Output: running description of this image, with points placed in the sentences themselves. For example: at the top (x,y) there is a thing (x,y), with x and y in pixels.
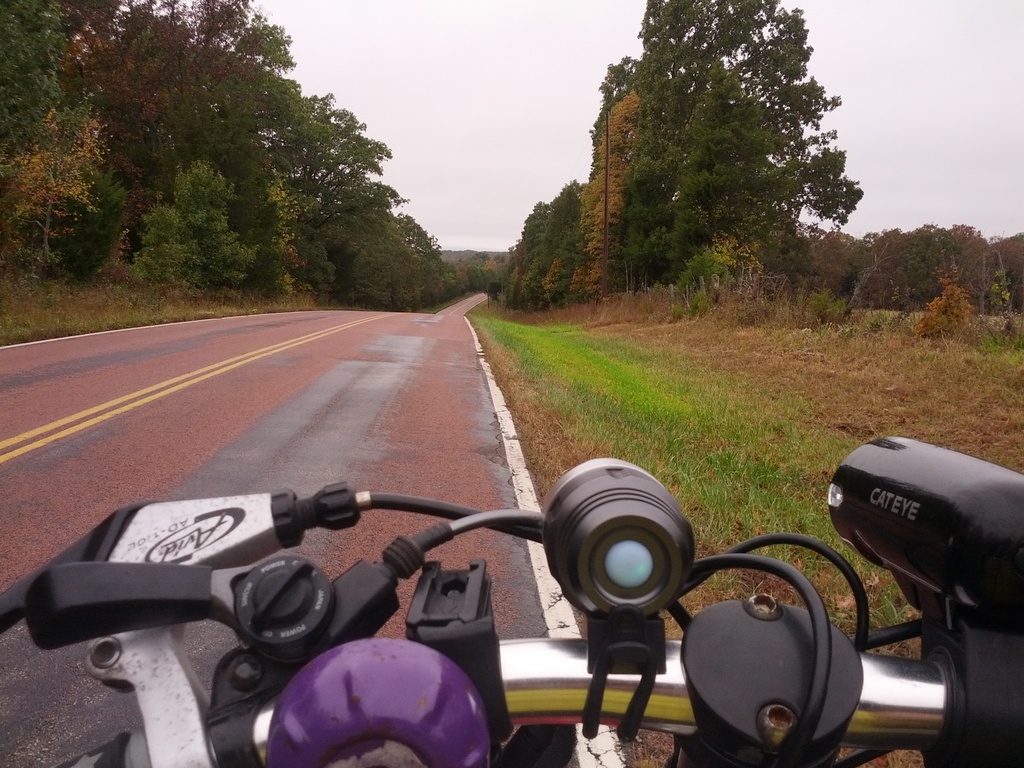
In the foreground (578,588) I can see a vehicle (594,591) on the road (517,579). In the background (365,301) I can see grass (670,386), trees (402,232) and the sky (540,183). This image is taken may be on the road (454,386).
